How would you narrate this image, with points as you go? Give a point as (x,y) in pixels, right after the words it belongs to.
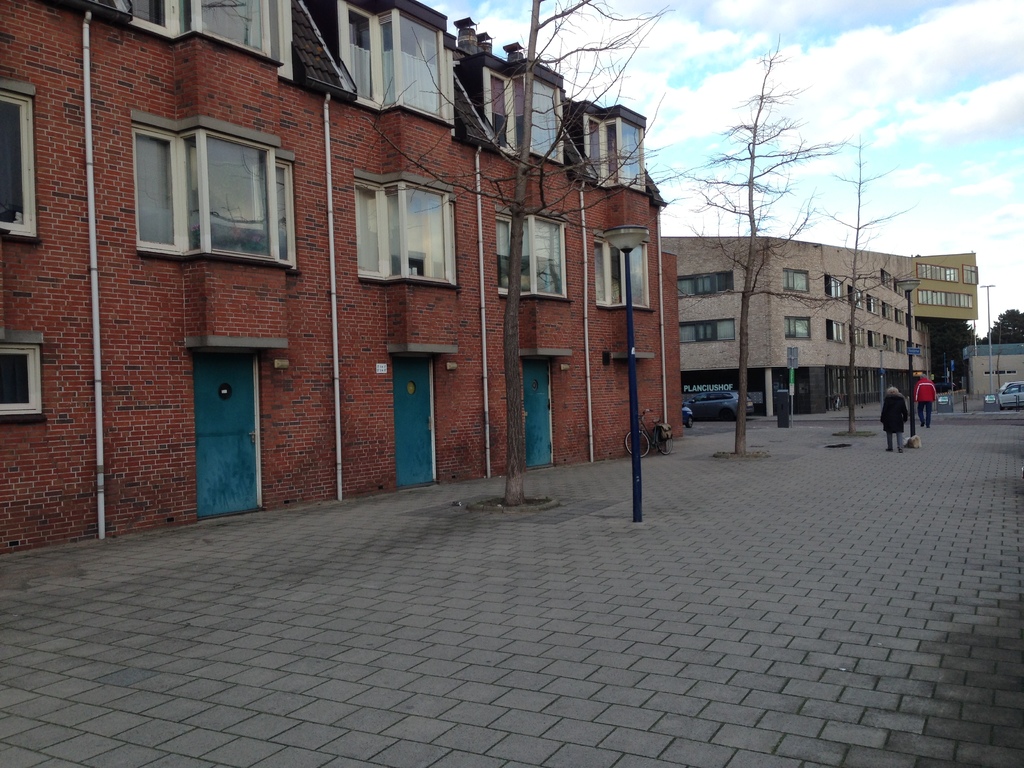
This image is taken outdoors. At the bottom of the image (281,603) there is a road (855,607). At the top of the image (672,65) there is a sky (680,77) with clouds (833,63). On the right side of the image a car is parked on the road (974,414). There are a few trees (967,342) and poles (988,334). Two people (888,443) are walking on the road (921,432). In the background (976,368) there are two buildings (445,351) with walls (312,216), windows (505,243), doors (421,422) and roofs (981,351). There are a few trees (512,404) and poles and a car (730,407) is parked on the road (796,420).
